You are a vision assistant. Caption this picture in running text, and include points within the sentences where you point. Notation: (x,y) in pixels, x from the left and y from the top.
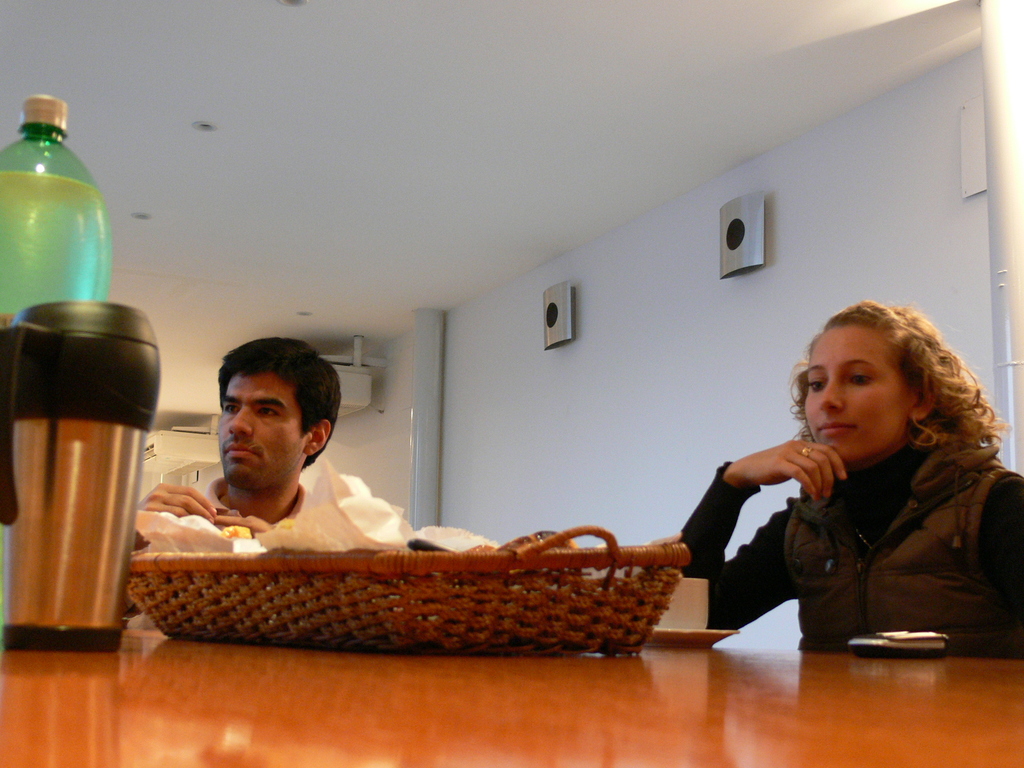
In this picture we can see a woman (803,473) and a man (245,412) sitting besides the table (786,704). On the table (569,691) there is tray (482,590), flask (97,452), bottle (72,288), and a cup (697,619). And on the background (632,410) we can see the wall (588,434).
